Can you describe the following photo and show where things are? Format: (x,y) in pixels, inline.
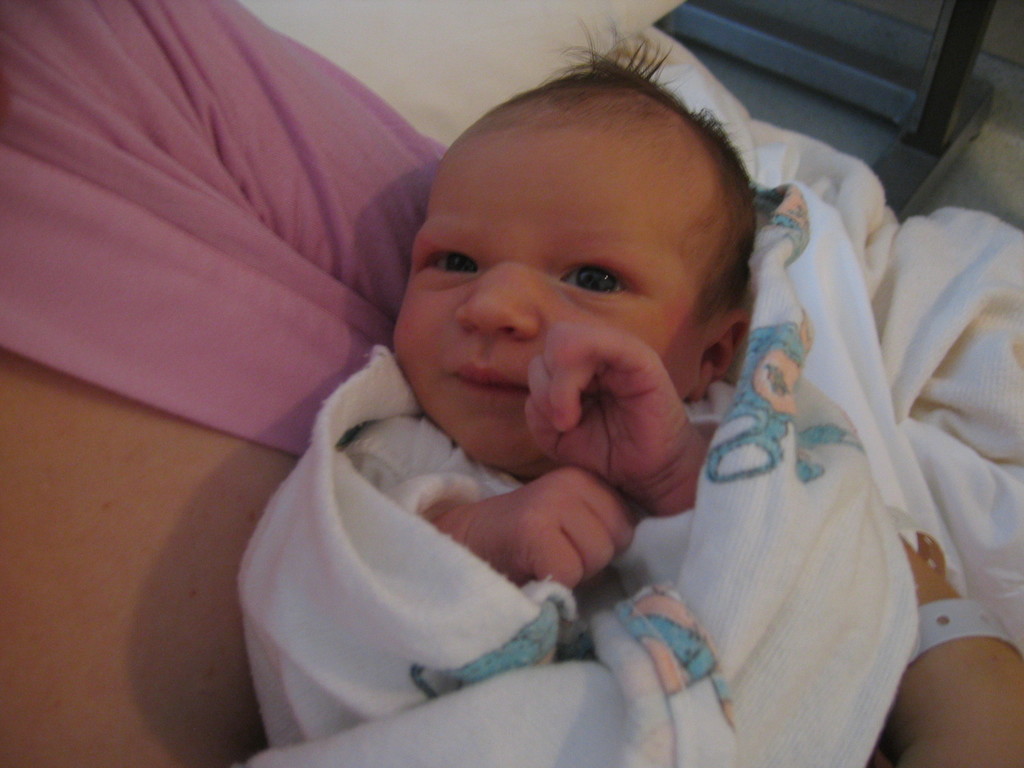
In this image we can see a woman (250,305) carrying a baby (559,540) with a cloth (333,544). We can also see a wall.
